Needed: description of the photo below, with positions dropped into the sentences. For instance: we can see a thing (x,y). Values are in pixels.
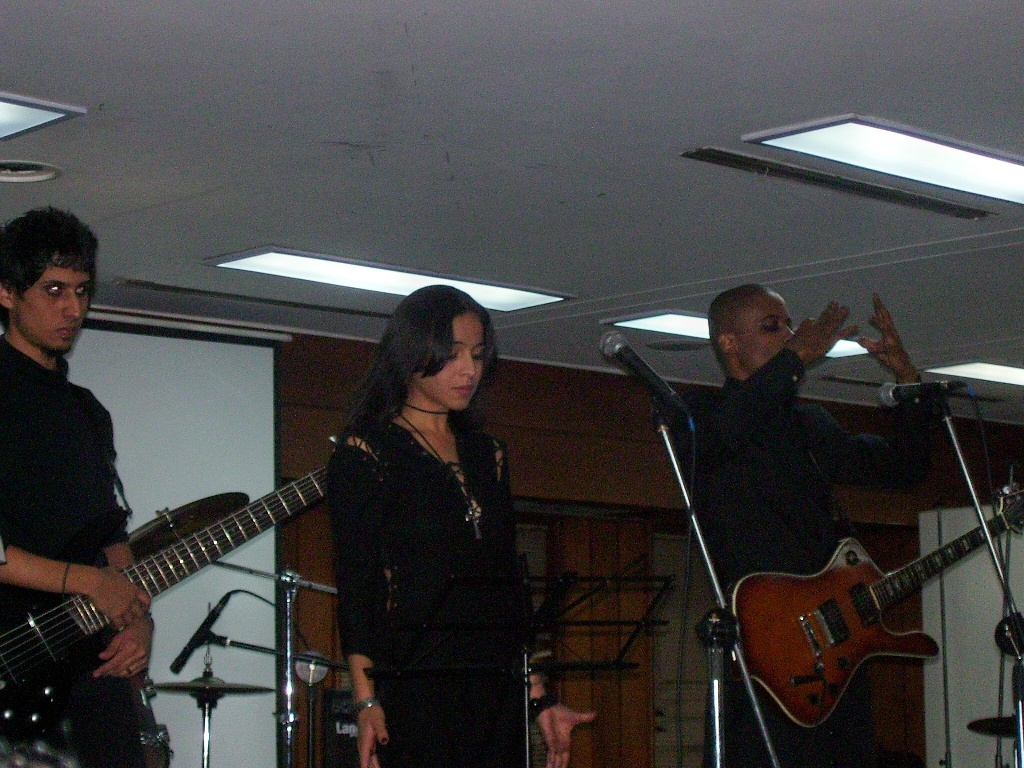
The person (80,452) who is wearing black shirt (42,470) in the left corner (52,479) is holding a guitar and the lady (377,490) wearing black dress (445,511) is standing in front of mike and the person (761,440) wearing black shirt (779,470) is carrying guitar (847,570) and singing in front of mike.
